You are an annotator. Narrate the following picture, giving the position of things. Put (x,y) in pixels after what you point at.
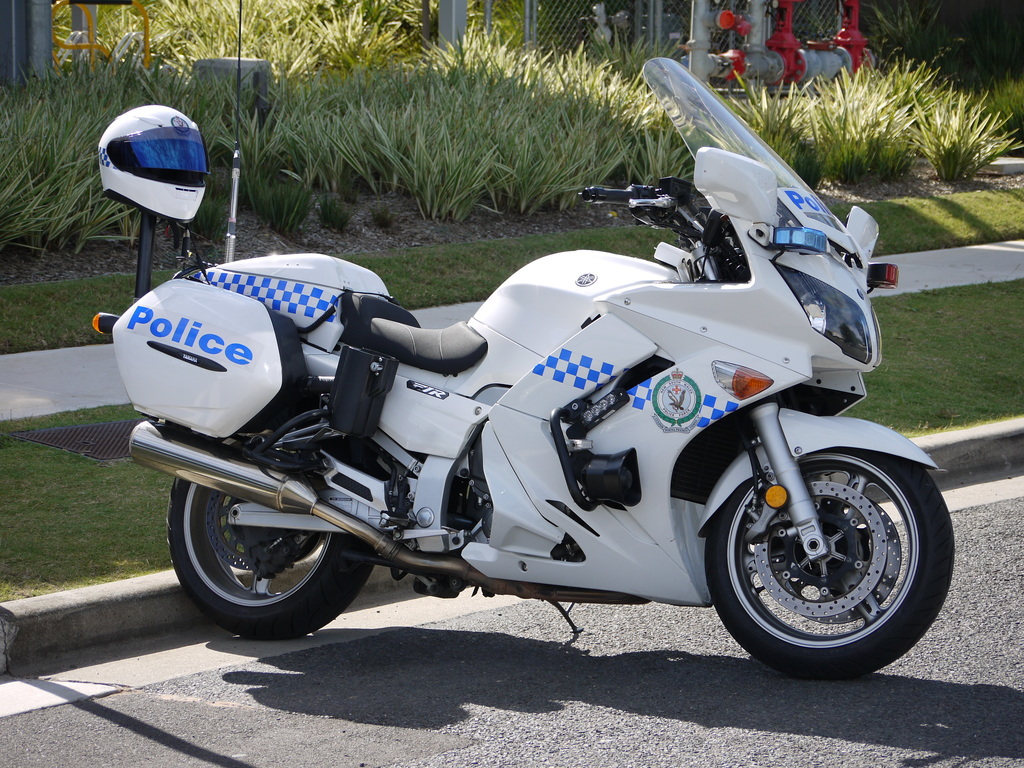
In this image we can see a vehicle (474,412). There is a helmet (181,168) in the image. There is a grassy land (954,369) in the image. There are many plants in the image. We can see the road safety marking (77,685) on the road (89,695). There are few pipes (760,47) at the right side of the image (736,60).
